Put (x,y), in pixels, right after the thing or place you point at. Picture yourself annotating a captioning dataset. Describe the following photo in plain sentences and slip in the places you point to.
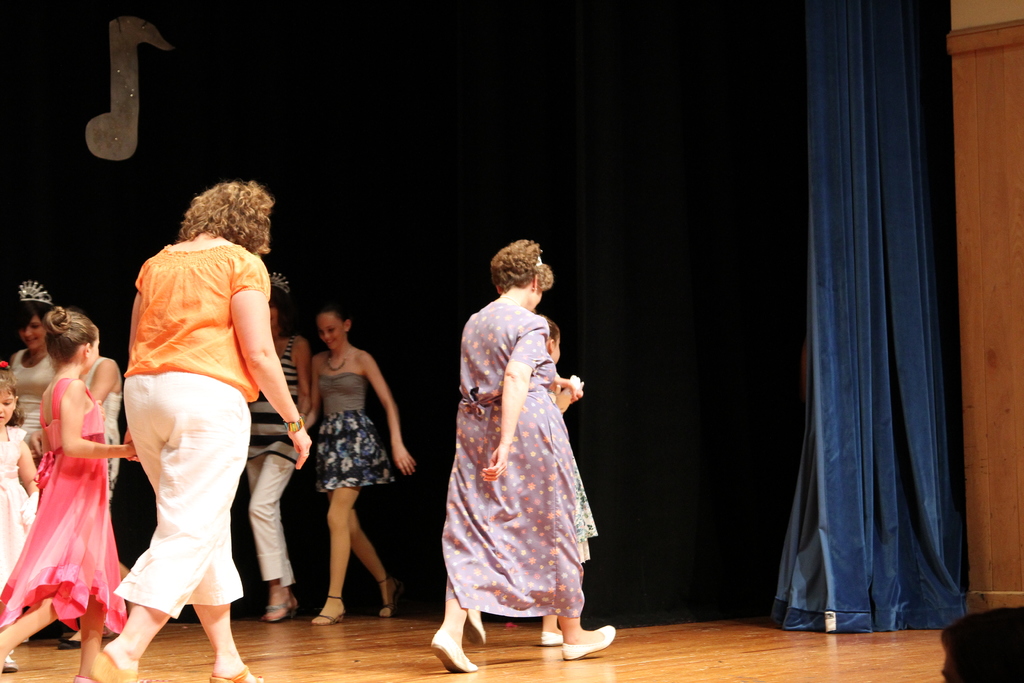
In this image we can see a group of persons (74,462) are standing on the stage (357,643), there are children (74,462) standing, there is the blue curtain (820,308).
